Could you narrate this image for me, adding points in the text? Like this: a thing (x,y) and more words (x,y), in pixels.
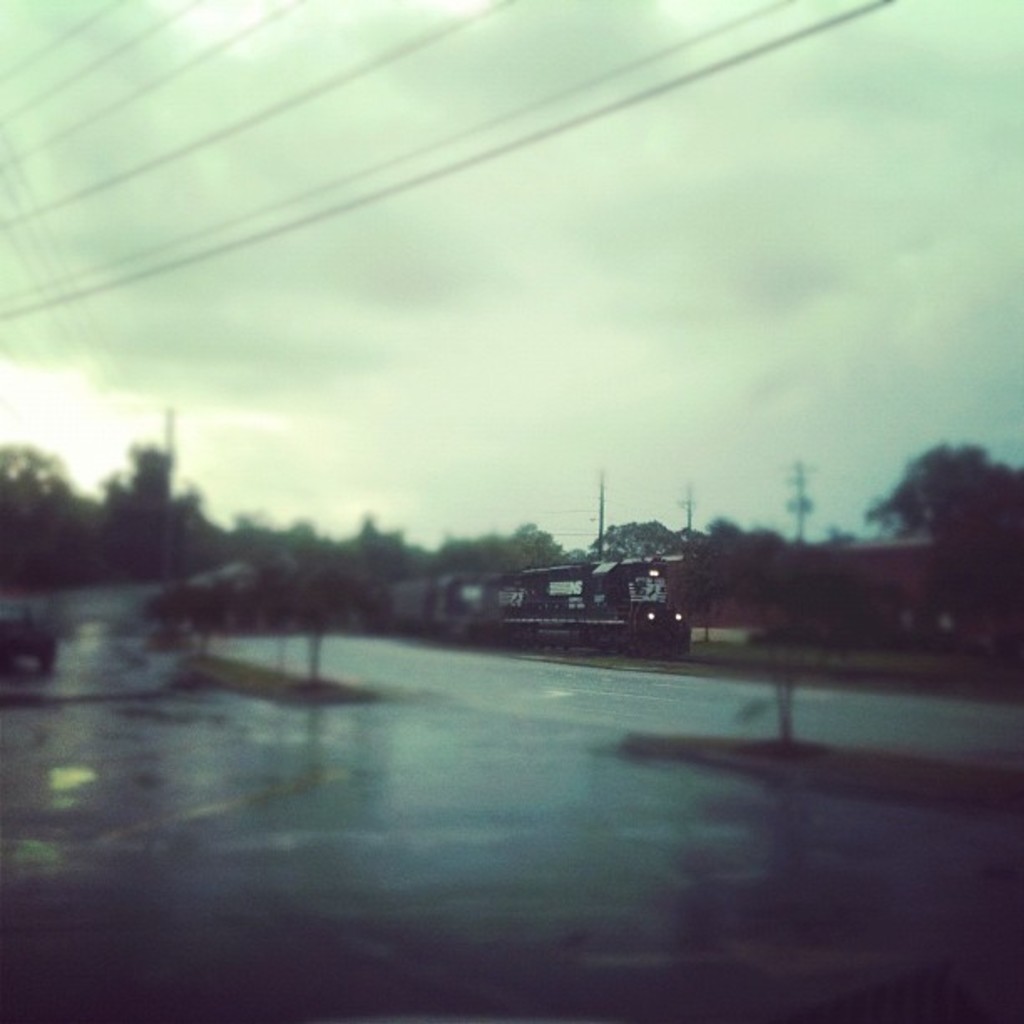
In this picture I can see there is a train (544,591) moving here and there are some plants (241,608), trees (375,579), electric poles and the sky (609,372) is cloudy.
